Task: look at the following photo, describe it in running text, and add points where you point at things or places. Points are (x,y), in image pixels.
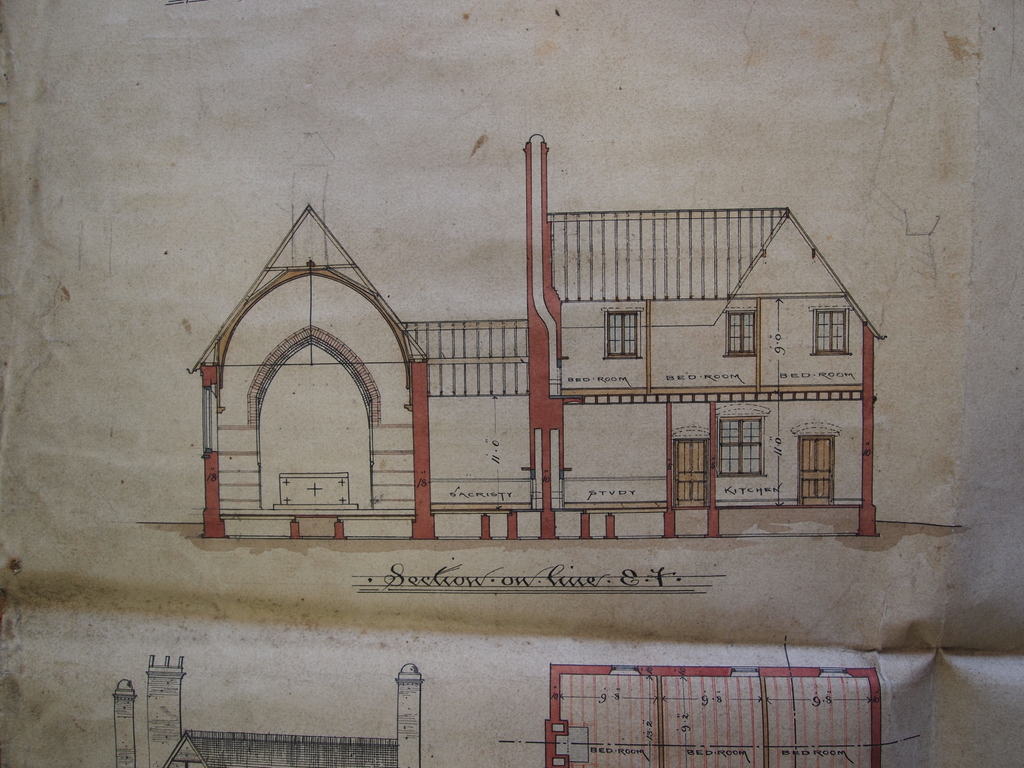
In this image we can see the blueprint (280,427) of buildings (836,376) on the paper (673,456).
